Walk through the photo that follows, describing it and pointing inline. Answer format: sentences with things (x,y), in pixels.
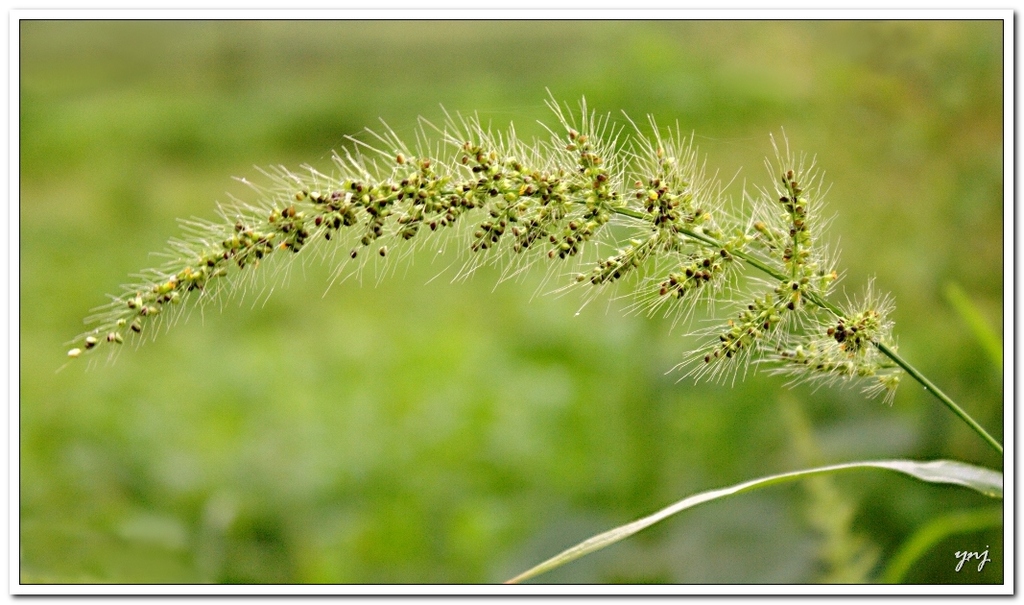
There is a stem (825,307) with grains (493,235) and white hair (739,288). There is a leaf (725,490). In the background (249,300) it is green and blurred. In the right bottom corner (965,555) there is a watermark (971,565).
